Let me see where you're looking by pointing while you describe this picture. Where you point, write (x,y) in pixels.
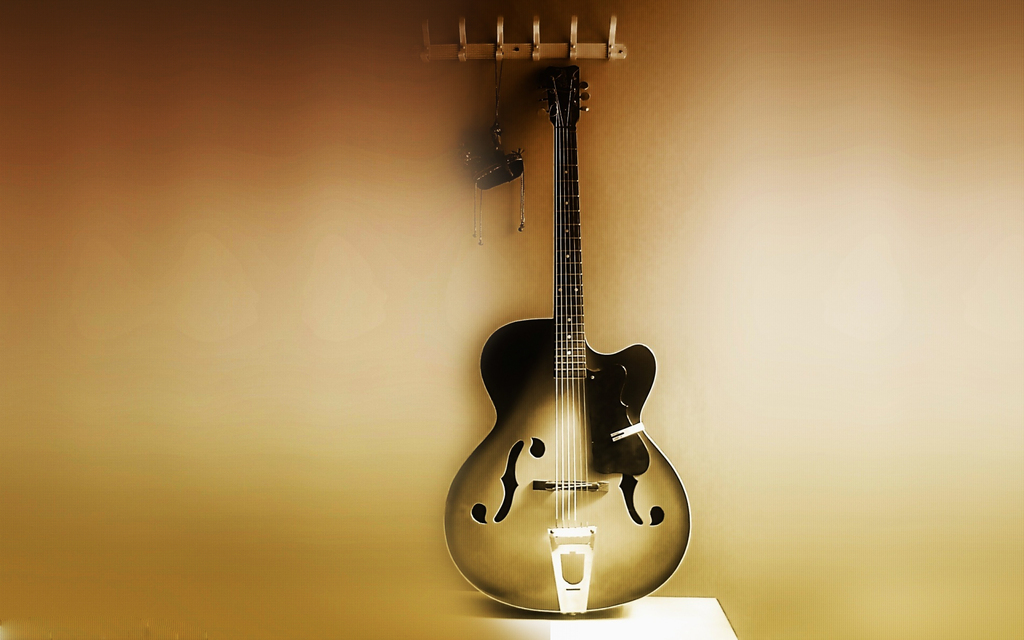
In this image in the center (561,396) there is one guitar (553,425) and in the background (470,68) there is a wall (535,123), and some object (484,166) is hanging.
